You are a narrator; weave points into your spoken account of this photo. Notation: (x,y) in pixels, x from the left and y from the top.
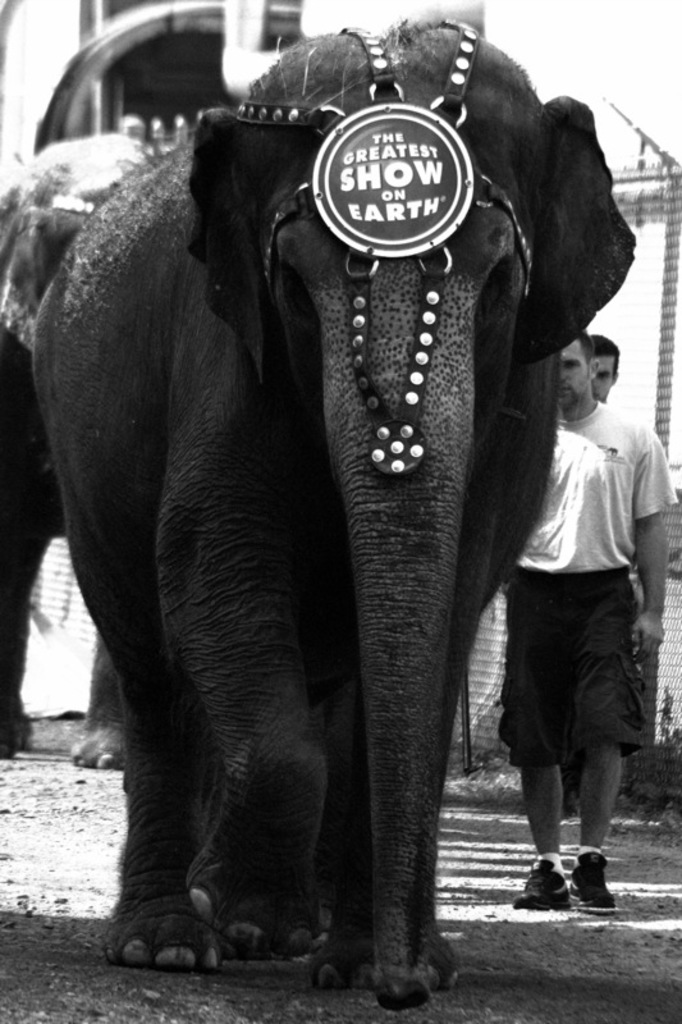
This is a black and white image. There are elephants (151,395). On the elephant (302,69) there is a logo (393,198) with something written. In the back (569,465) there are people (563,433).
